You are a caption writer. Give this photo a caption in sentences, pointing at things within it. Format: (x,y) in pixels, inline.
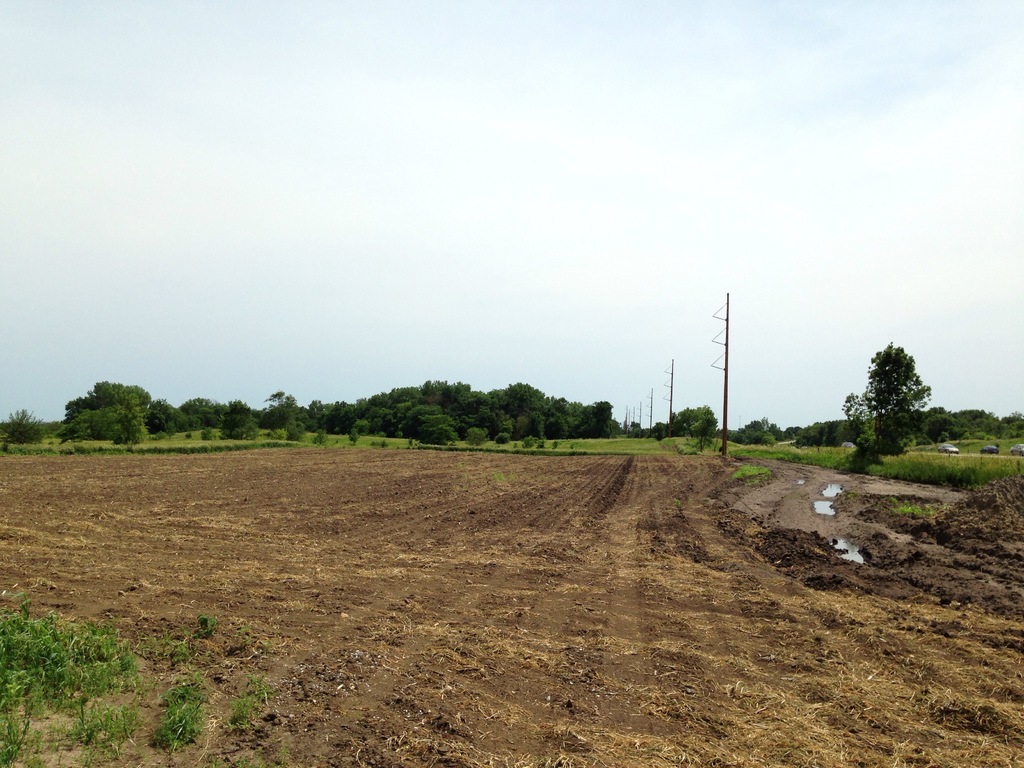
This is an outside view. At the bottom (595,544), I can see the ground (409,580). In the middle of the image (427,418) there are many trees (240,421), plants (943,468), grass (931,473) on the ground (168,449) and also I can see few poles (725,381). At the top of the image (489,76) I can see the sky (540,102).
